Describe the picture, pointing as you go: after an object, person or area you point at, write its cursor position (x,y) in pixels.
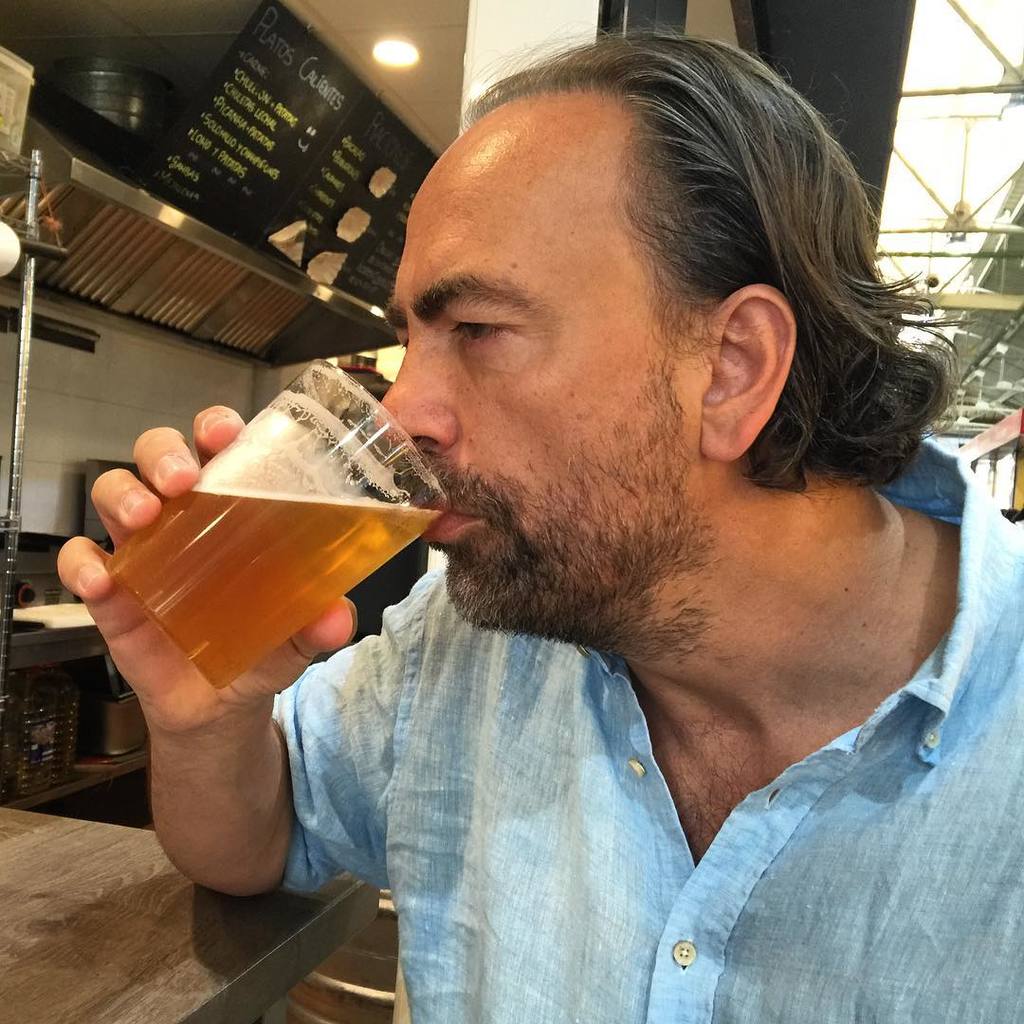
In this image we can see a man (523,629) holding a glass (292,542) and drinking. At the back side (55,682) we can see some vessels (53,732).
